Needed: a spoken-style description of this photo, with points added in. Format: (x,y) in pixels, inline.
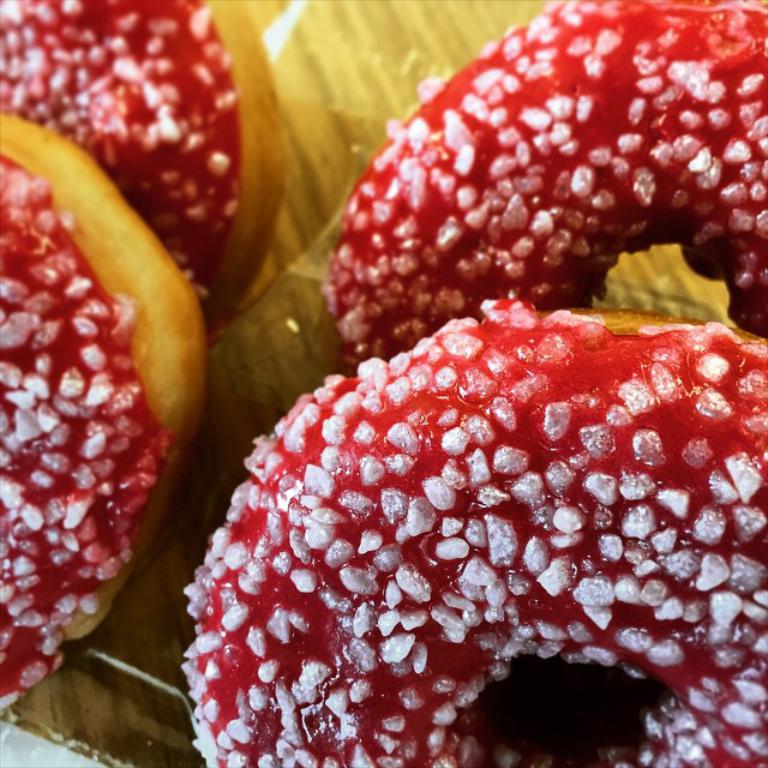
In this image we can see some doughnuts (538,563) placed on the surface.
